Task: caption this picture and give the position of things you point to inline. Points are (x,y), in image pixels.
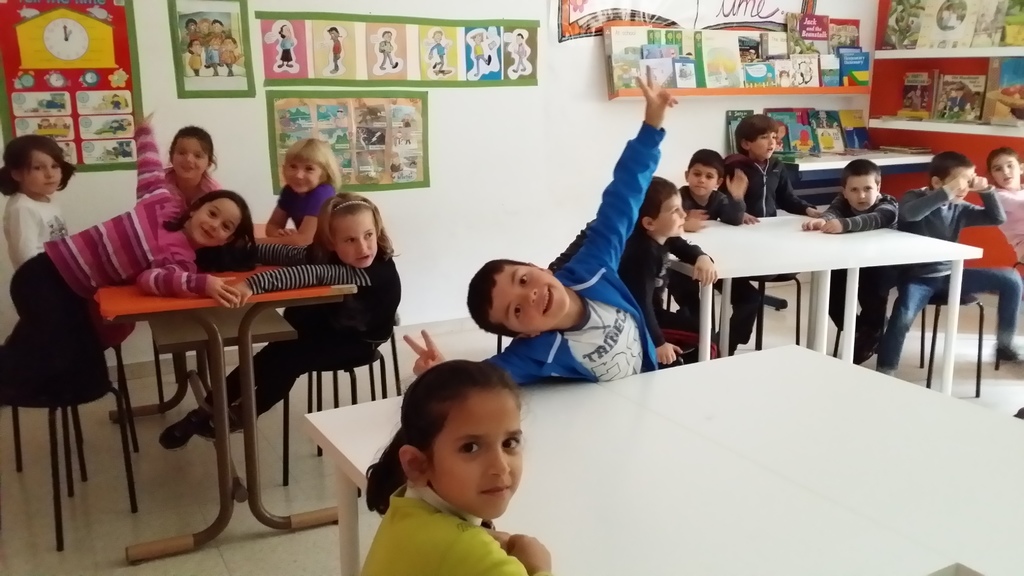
There are groups of people (763,186) sitting in a class (482,347). In the background (508,85), there are posters (213,55), clock (82,47) and wallpaper (609,20) on the wall (562,83), books (822,123) and materials (898,152) on the shelf (805,160). On the right hand side (899,153), there are books (926,96) in the shelves (981,123), the wall (961,62) which is in orange color.
